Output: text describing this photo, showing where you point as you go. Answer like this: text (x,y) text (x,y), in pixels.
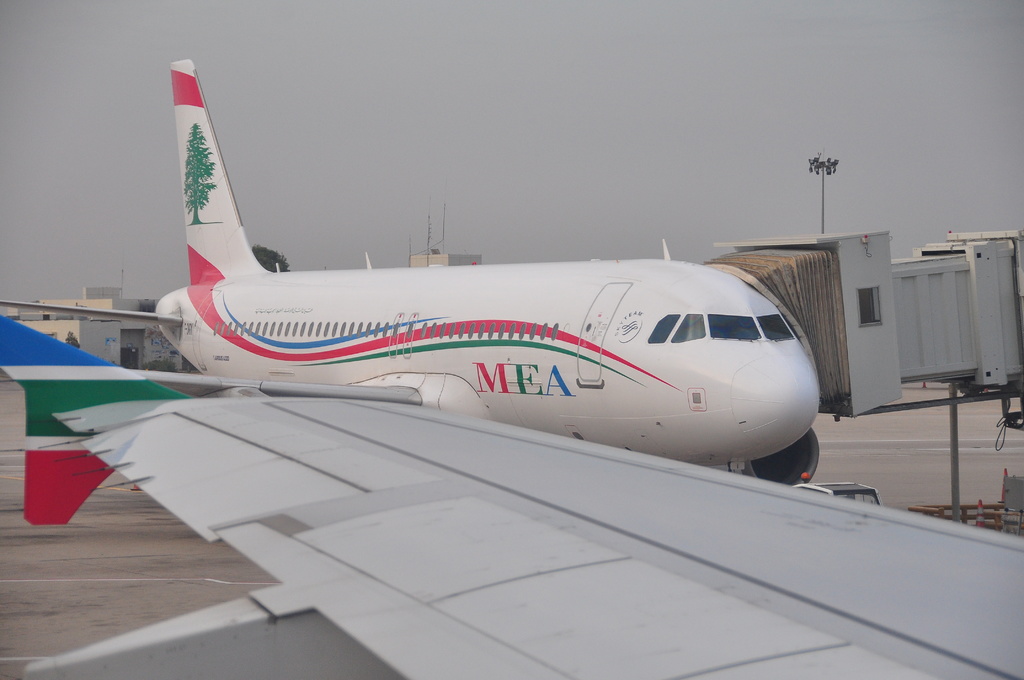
In this image there is an airplane (658,364) on the ground (824,426). There is text (550,382) on the airplane (604,372). Behind the airplane (235,250) there are houses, trees (277,251) and a street light pole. At the top (499,93) there is the sky (461,87). In the foreground (555,549) there is a wing (517,530) of an airplane (502,526).
